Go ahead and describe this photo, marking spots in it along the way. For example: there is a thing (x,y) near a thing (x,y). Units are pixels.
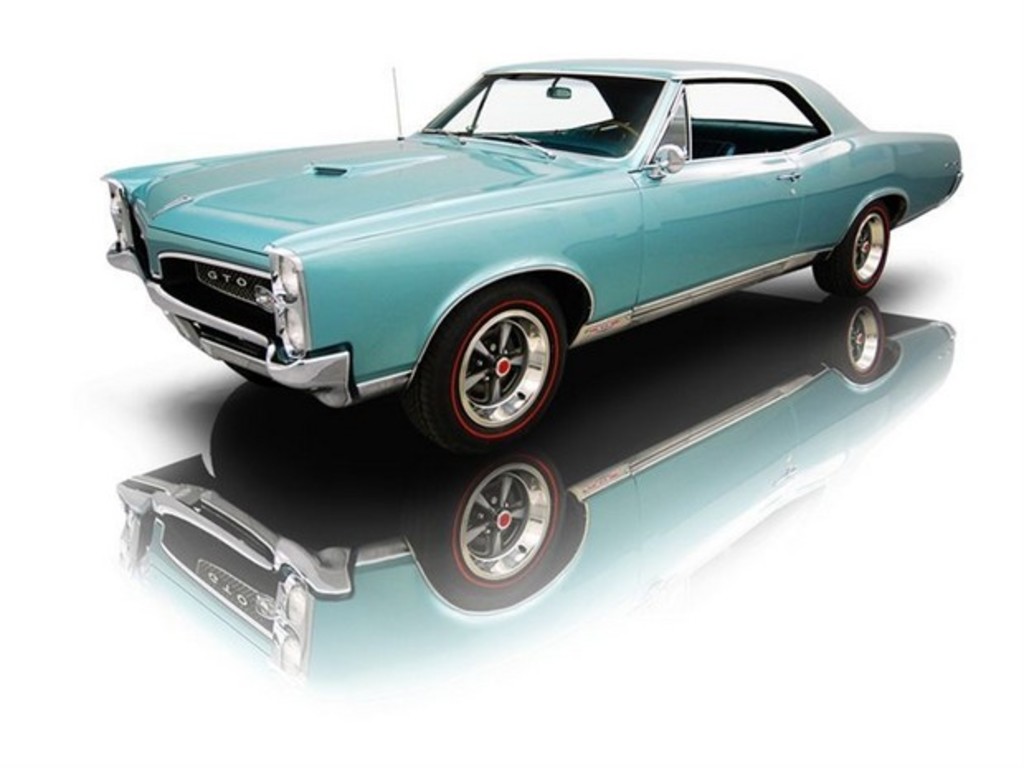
In this image I can see a car (272,293) in blue color and I can see background (262,60) in white color.
